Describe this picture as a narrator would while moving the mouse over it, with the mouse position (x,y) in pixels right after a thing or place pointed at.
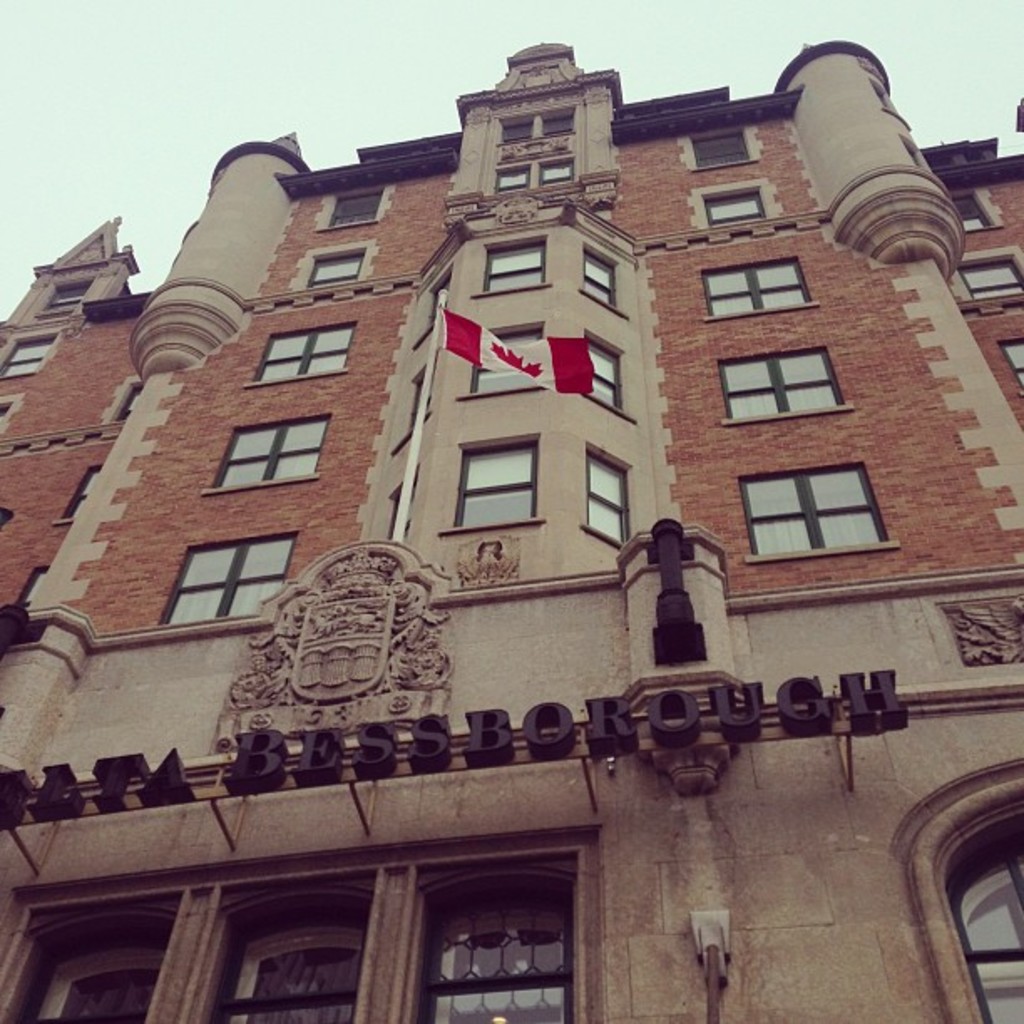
In this image I can see there is a building (558,610) and there is a flag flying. And there is a rod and there is a design (372,669) for the building (523,496). And there are windows (258,462). And at the top (696,87) there is a sky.
